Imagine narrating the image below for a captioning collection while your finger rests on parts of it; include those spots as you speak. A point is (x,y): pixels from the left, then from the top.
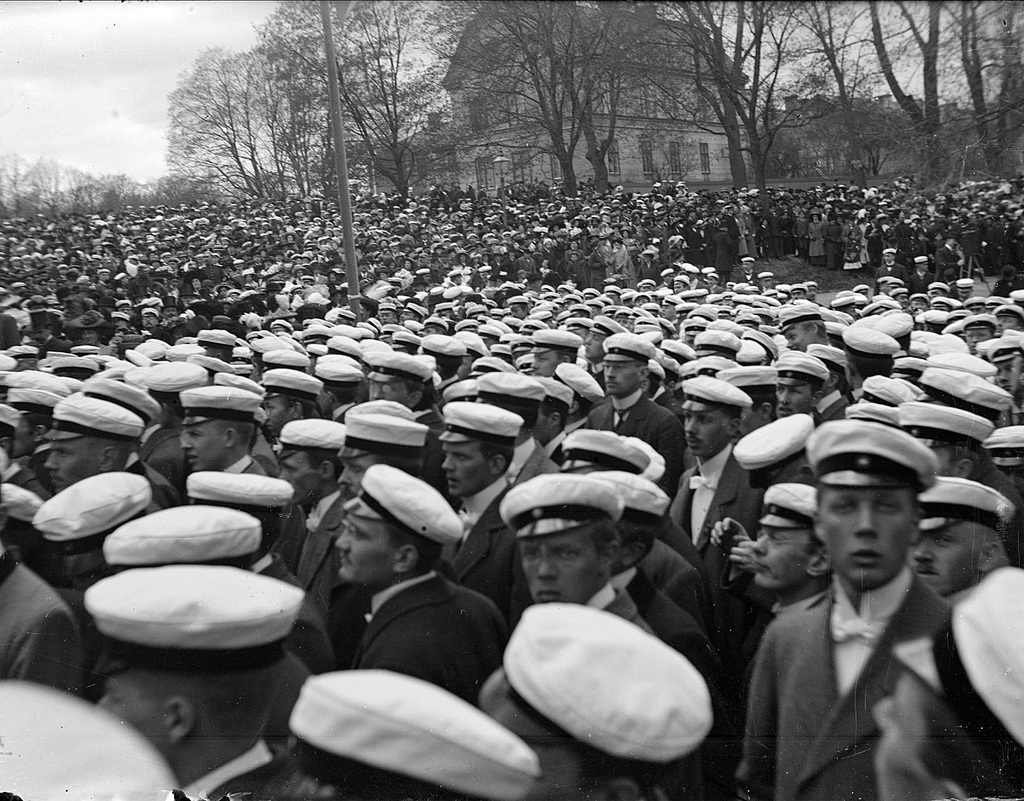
This is a black and white image. In this image there are many people (397,235) wearing caps (406,362). Also there is a pole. In the background (281,173) there are trees (839,121) and building (628,134) with windows (672,145). And there is sky (202,33).
